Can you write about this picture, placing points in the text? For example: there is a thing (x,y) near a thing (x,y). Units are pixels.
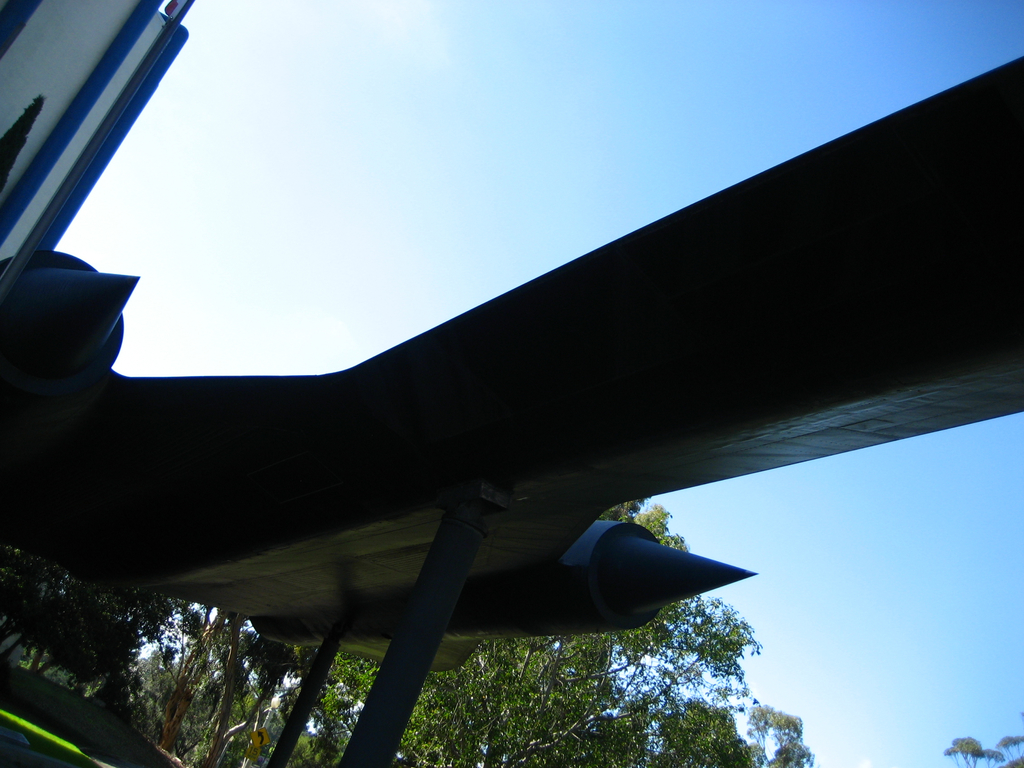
In this image there is a sculpture (267,562) behind that there are so many trees (419,745).
